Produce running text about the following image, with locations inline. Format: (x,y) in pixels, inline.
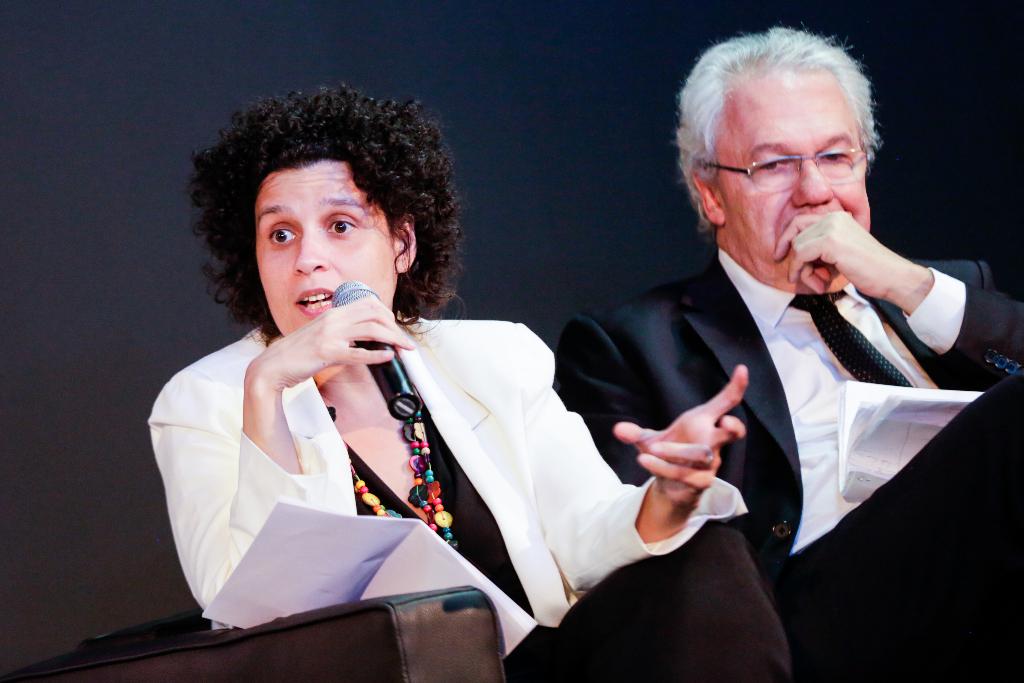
In this picture we can see two persons (444,479) are seated on the chair (413,670), the left side (325,441) woman (302,496) is holding a microphone (397,379) in her Hand (385,359) and she is talking with help of it, in front of her we can see papers (387,542).
